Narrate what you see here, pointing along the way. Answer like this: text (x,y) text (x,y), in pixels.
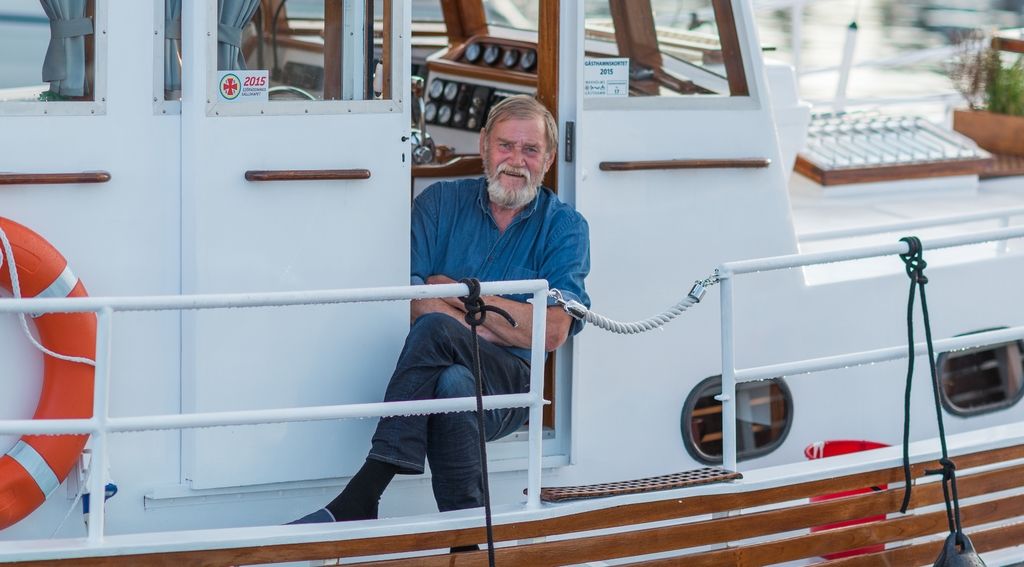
In this image, in the middle (458,266), we can see a man (570,235) sitting on the boat (427,545), we can also see some metal rods (235,296), water tubes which are attached to a boat (718,357) and the boat (827,376) is in white color. In the background (899,5), we can see a water (899,22), few plants (1017,99).
